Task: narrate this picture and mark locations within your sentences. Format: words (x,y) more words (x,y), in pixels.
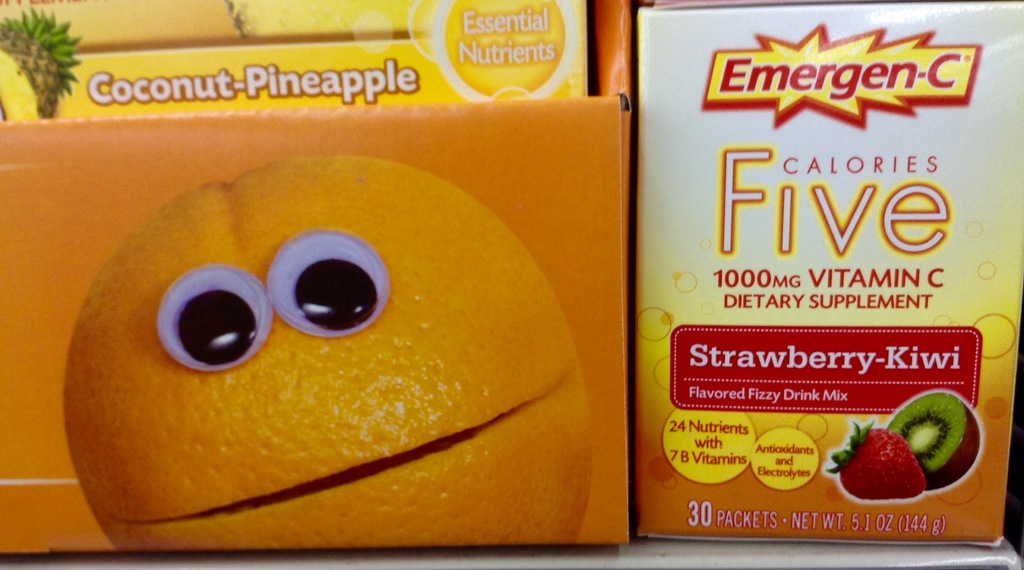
In this image I can see there are some drink packet (566,180) in the foreground (605,238). And on the right side (827,78) there is a strawberry drink (963,283).
